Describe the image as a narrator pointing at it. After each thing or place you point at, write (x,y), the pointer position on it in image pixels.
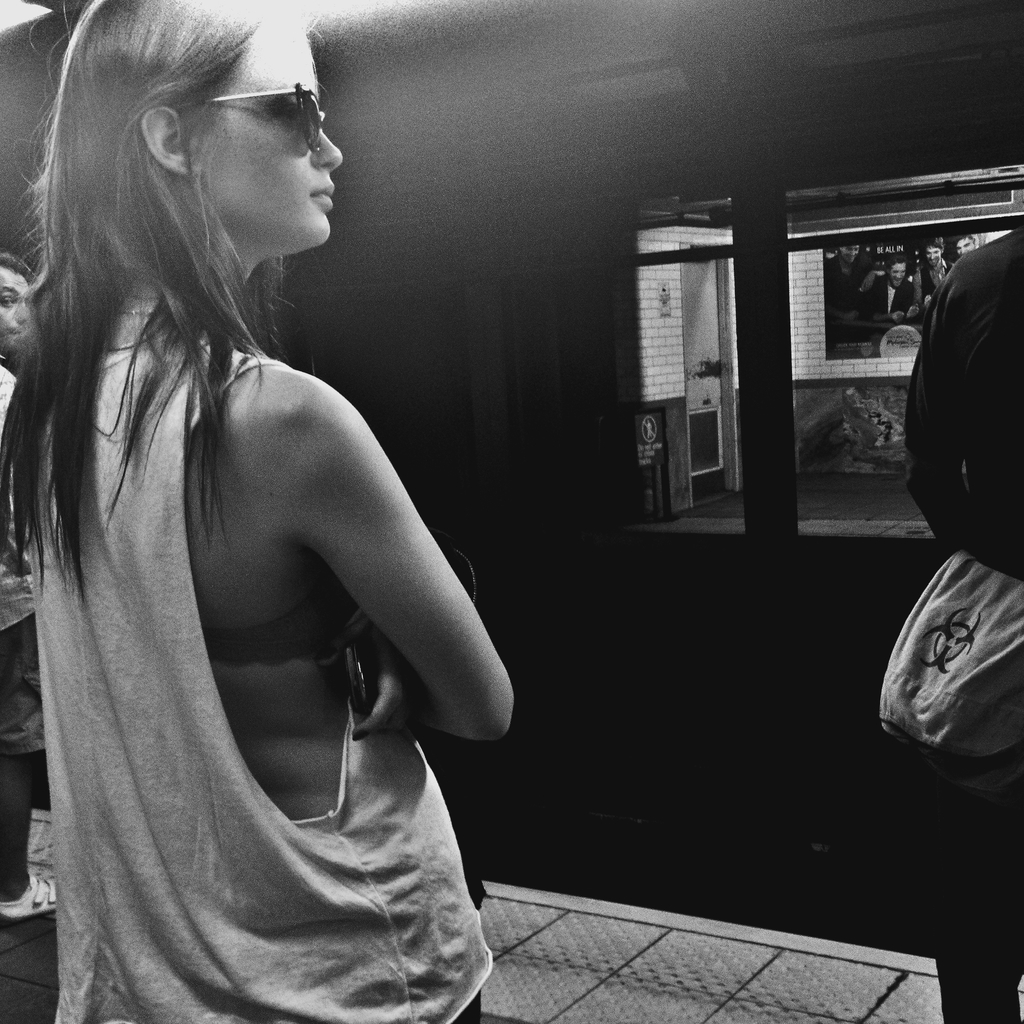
In the middle of the image (450,649) few people (265,250) are standing. In front of them we can see a locomotive (659,139).
